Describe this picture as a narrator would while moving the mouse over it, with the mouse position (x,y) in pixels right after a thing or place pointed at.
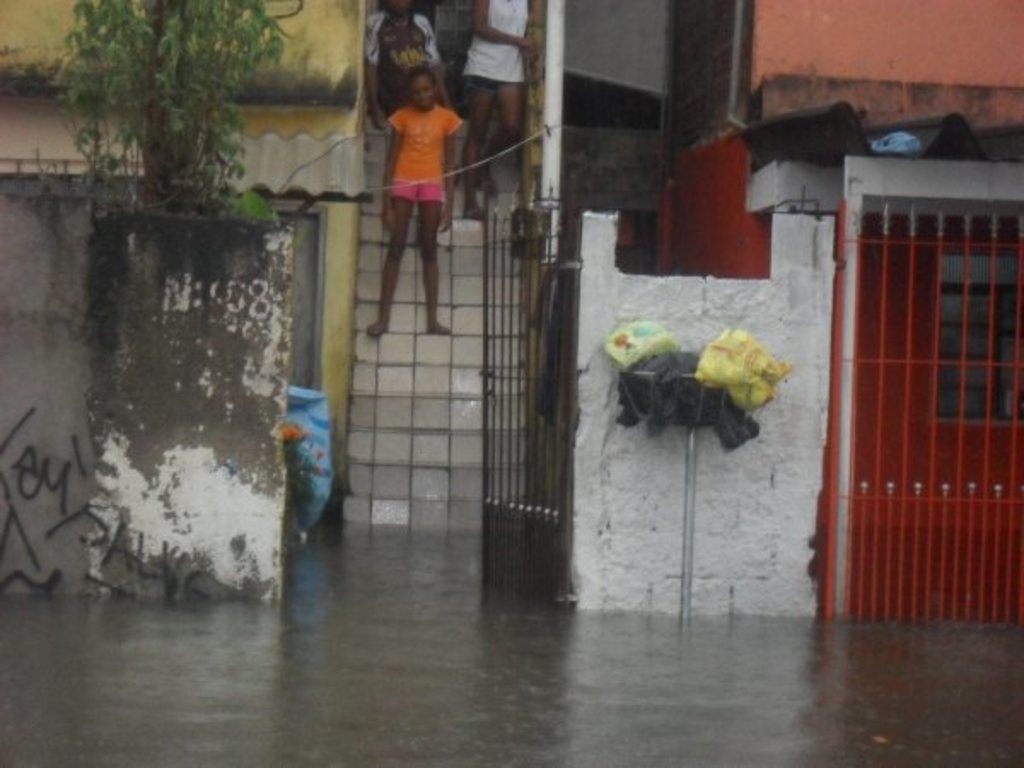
In this picture I can see water (404,671) in the foreground (300,690). I can see the metal gates (949,480). I can see people (395,97) standing on the stairs (413,299). I can see the houses (653,190).
